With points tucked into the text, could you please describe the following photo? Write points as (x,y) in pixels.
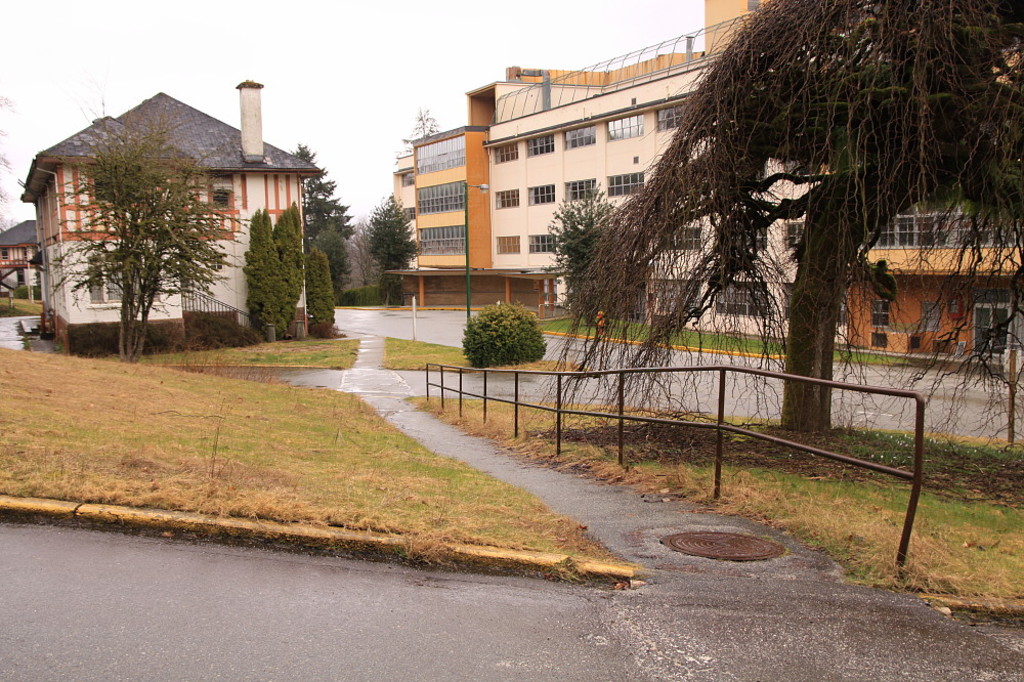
In this image I can see buildings (527,248) and windows (451,190). In front (870,184) trees (830,230) and fencing (725,404). I can see stairs (228,309) and light-pole (468,187). The sky (382,106) is in white color.
